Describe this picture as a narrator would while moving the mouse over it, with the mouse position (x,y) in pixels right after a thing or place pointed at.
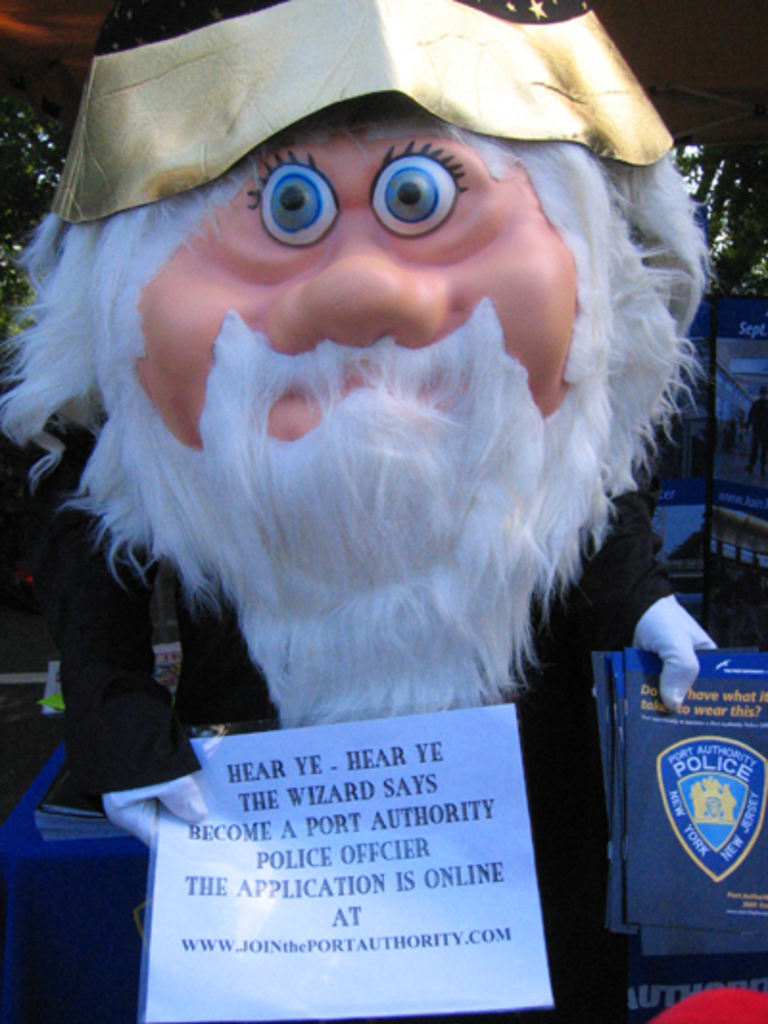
In the center of the image (319,480) a person (422,359) is standing and wearing mask (449,300) and holding the books (675,771) and paper (297,789). In the background of the image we can see the boards (757,395), trees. At the bottom of the image (76,842) we can see a table (89,889). On the table (120,858) we can see a cloth (86,883) and books (67,831). On the left side of the image (32,765) we can see the ground (33,665).
